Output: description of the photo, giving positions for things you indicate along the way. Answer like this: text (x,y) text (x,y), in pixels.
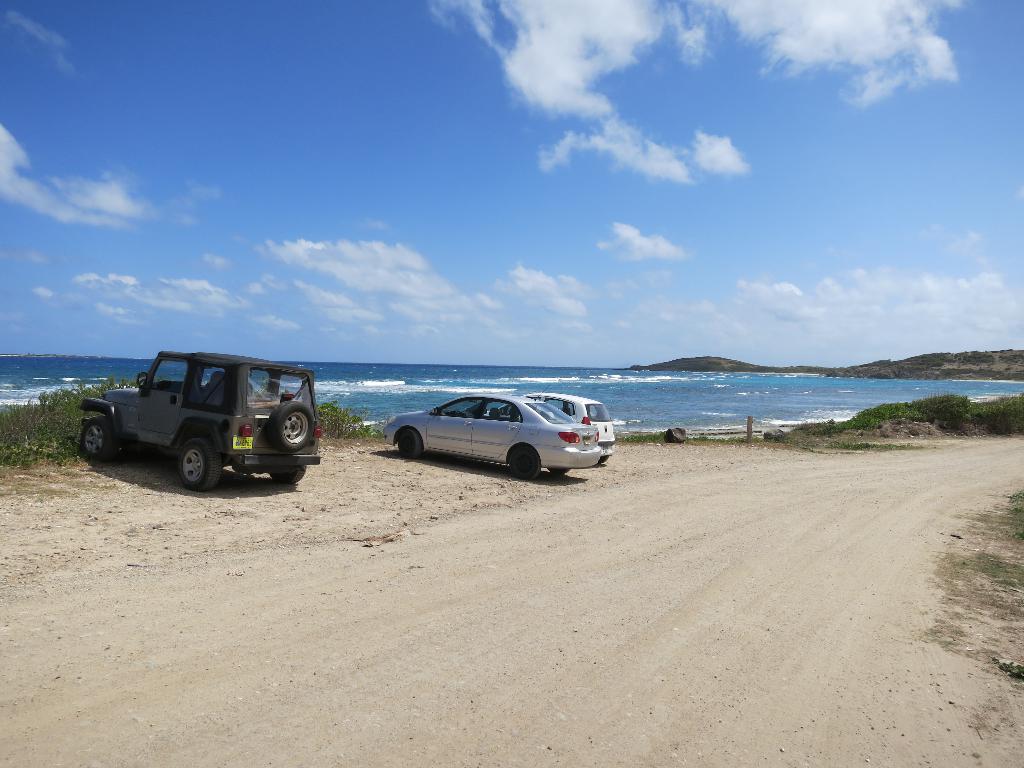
In this picture we can see there are three vehicles (414,411) parked on the path (373,468) and on the right side of the vehicles (435,447) there are hills (933,365). In front of the vehicles (531,414) there is water (481,387) and a sky (496,216).
